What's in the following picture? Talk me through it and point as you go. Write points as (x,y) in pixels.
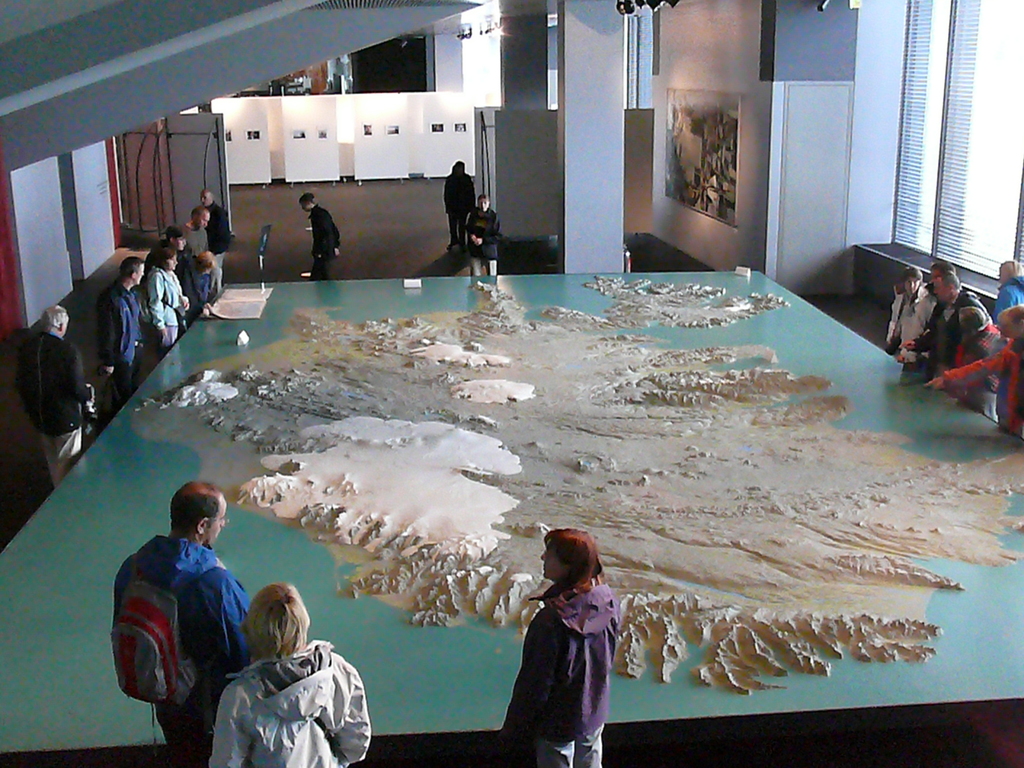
In the center of the image (503,410) there is a table (600,437). On the table (339,295) we can see some art (471,330), boards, book (239,295). Beside the table (6,672) some persons (597,610) are standing. In the background of the image (453,147) we can see wall (550,115), boards (446,102), pillars (545,89). At the top of the image (468,14) we can see roof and lights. On the right side of the image (921,141) there is a window (957,116).
